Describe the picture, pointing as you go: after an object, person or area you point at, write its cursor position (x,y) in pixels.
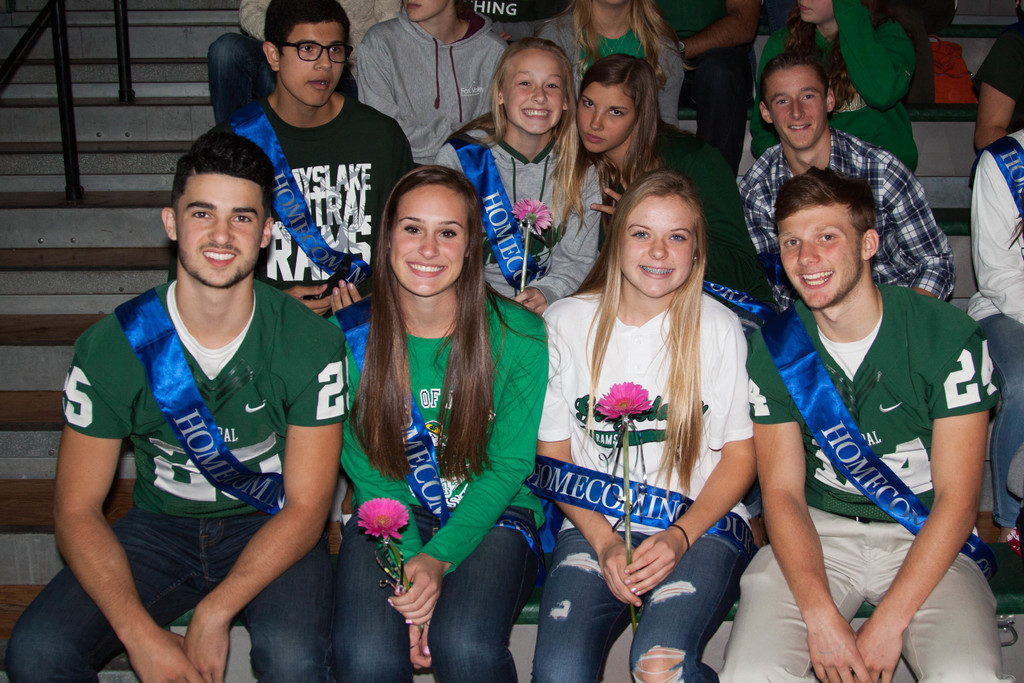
In this image, there are a few people (850,408). Among them, some people (587,441) are holding flowers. We can see some stairs (143,255) and black colored objects (78,170) on the left (157,183).
